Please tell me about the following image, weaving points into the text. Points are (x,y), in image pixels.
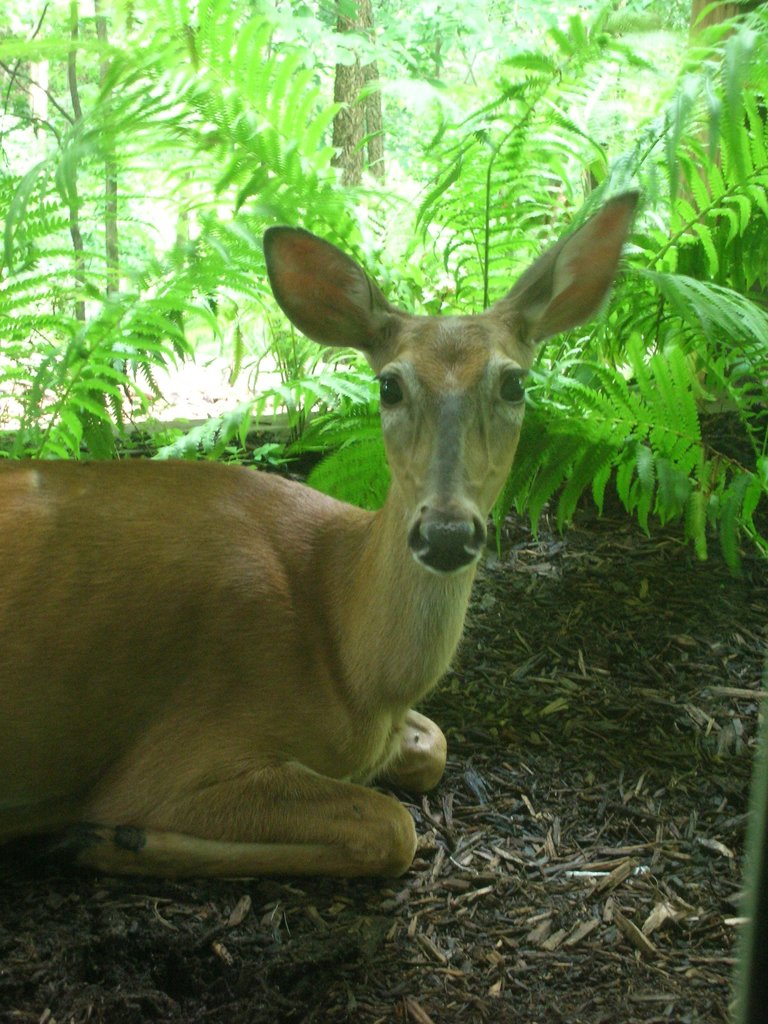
In the center of the image (318,597) we can see one deer (291,636), which is in brown color. In the background (109,295) we can see plants (108,312) etc.
